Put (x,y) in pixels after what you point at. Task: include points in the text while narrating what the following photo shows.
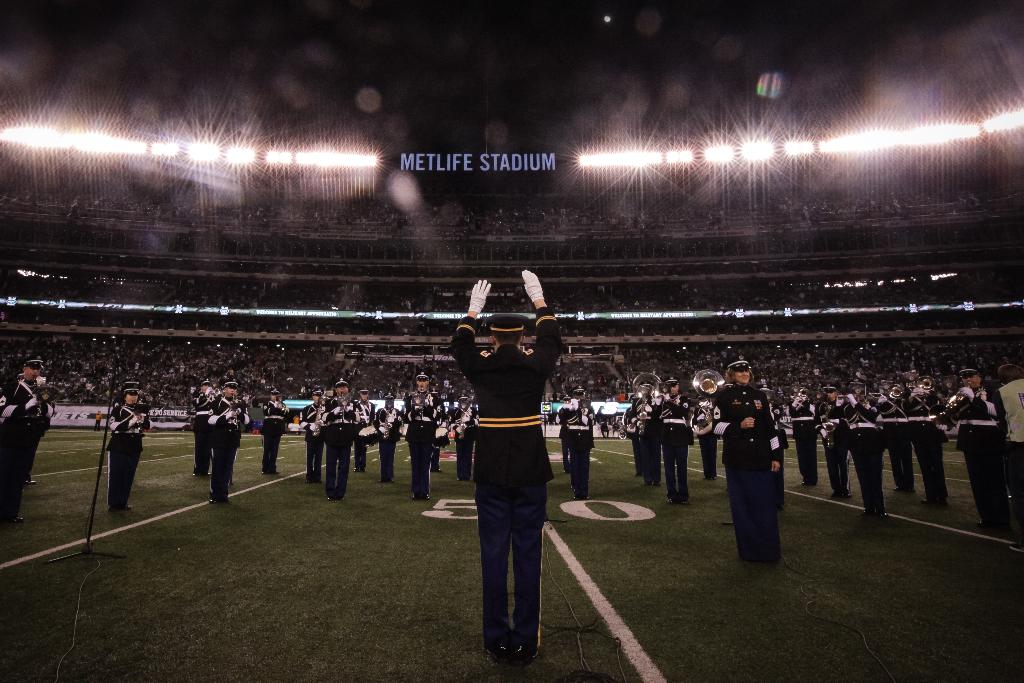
In this image we can see people (464,458) standing and playing musical instruments (584,417). They are wearing uniforms (536,485). In the background (217,359) there is crowd (338,355) sitting. At the top (19,139) there are lights (599,164) and we can see a board (447,157).
